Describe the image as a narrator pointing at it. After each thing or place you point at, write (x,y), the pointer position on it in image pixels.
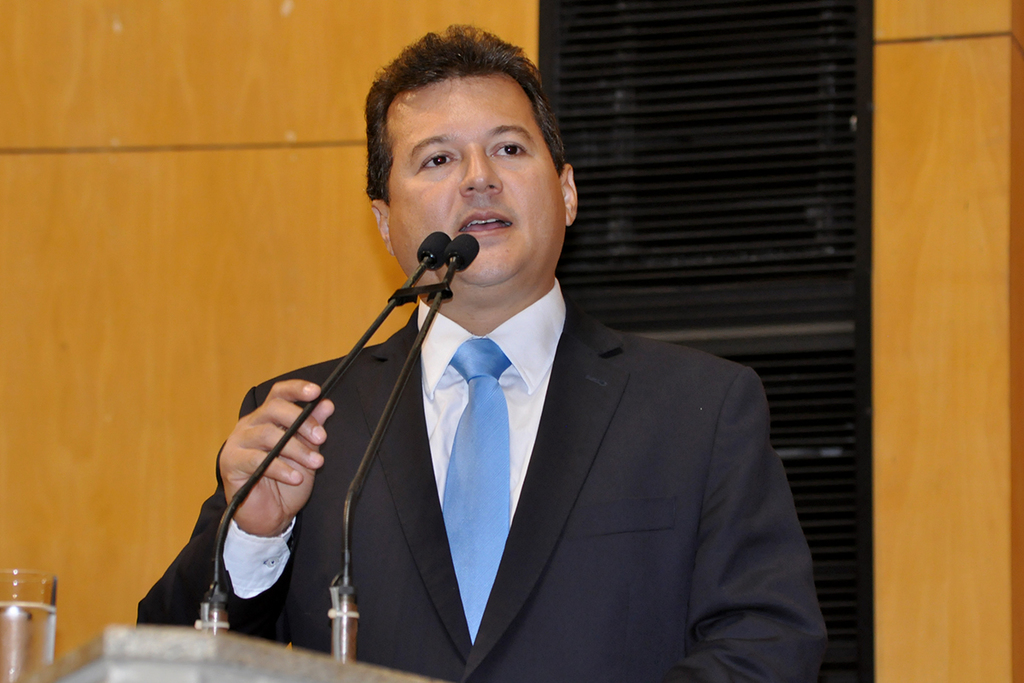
As we can see in the image there is a yellow color wall (182,111) and a man (512,144) standing over here. In front of him there is a mike (443,252).
